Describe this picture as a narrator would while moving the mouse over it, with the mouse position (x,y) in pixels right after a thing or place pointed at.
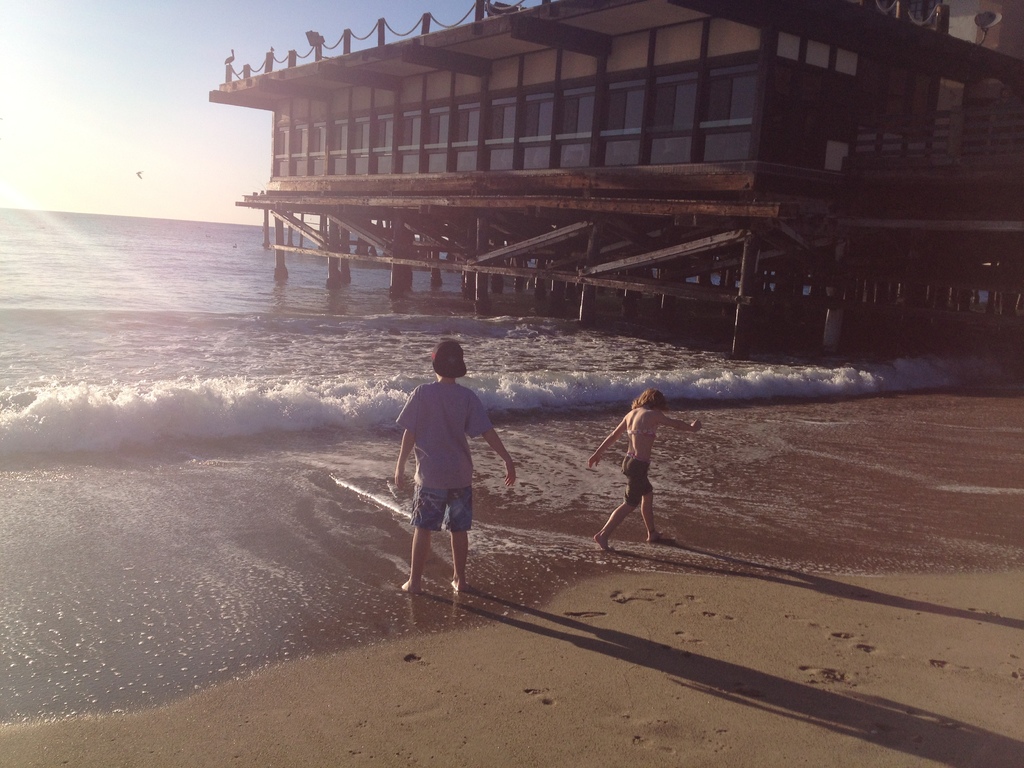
In this image there are two persons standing on the seashore (322,748), and in the background (499,352) there is a wooden house (289,251), water (263,295), sky (195,167).
